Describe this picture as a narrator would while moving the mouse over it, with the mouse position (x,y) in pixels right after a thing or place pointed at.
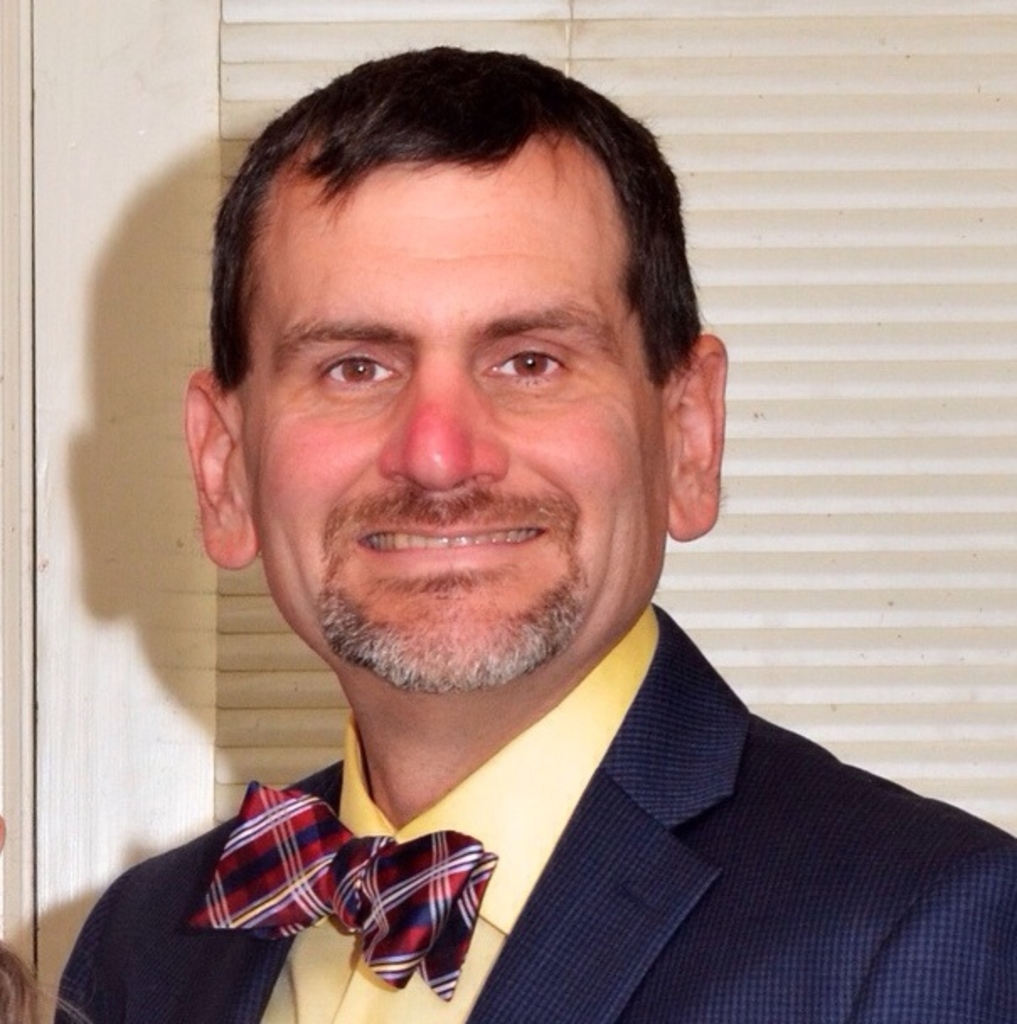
In this picture we can see a man (429,551) and he is smiling.
